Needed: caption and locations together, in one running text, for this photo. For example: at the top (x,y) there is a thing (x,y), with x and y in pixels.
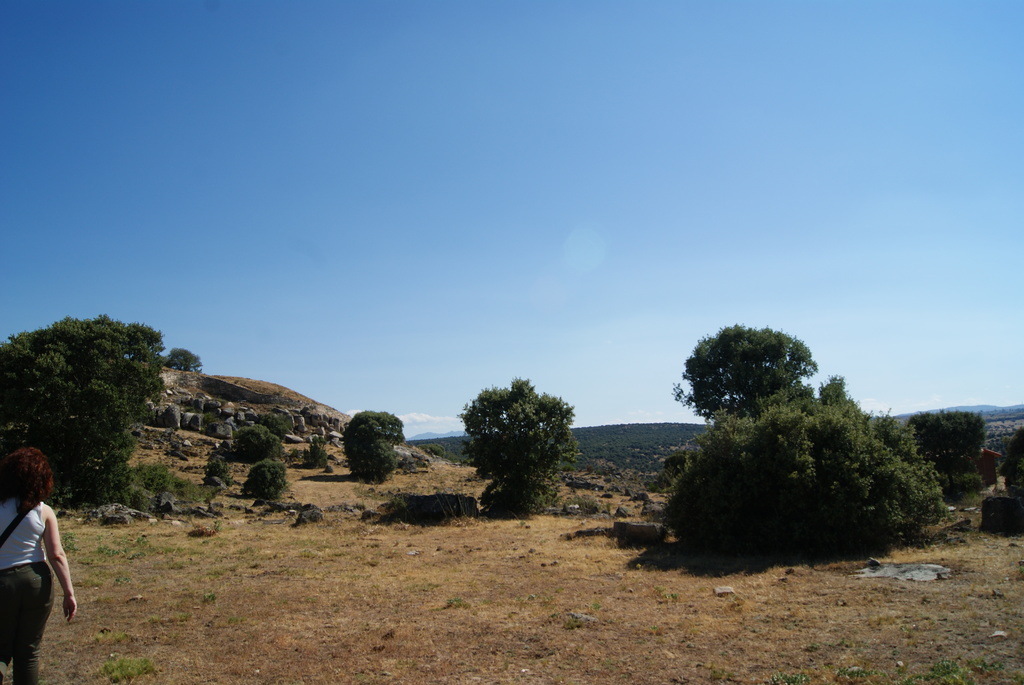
In this image we can see some plants (836,522) and trees (7,421) and there are some rocks (110,512). On the left side (7,658), we can see a person (48,595) walking and in the background (175,437), we can see the mountains (610,464) and there is a sky (560,138) at the top (573,128).
